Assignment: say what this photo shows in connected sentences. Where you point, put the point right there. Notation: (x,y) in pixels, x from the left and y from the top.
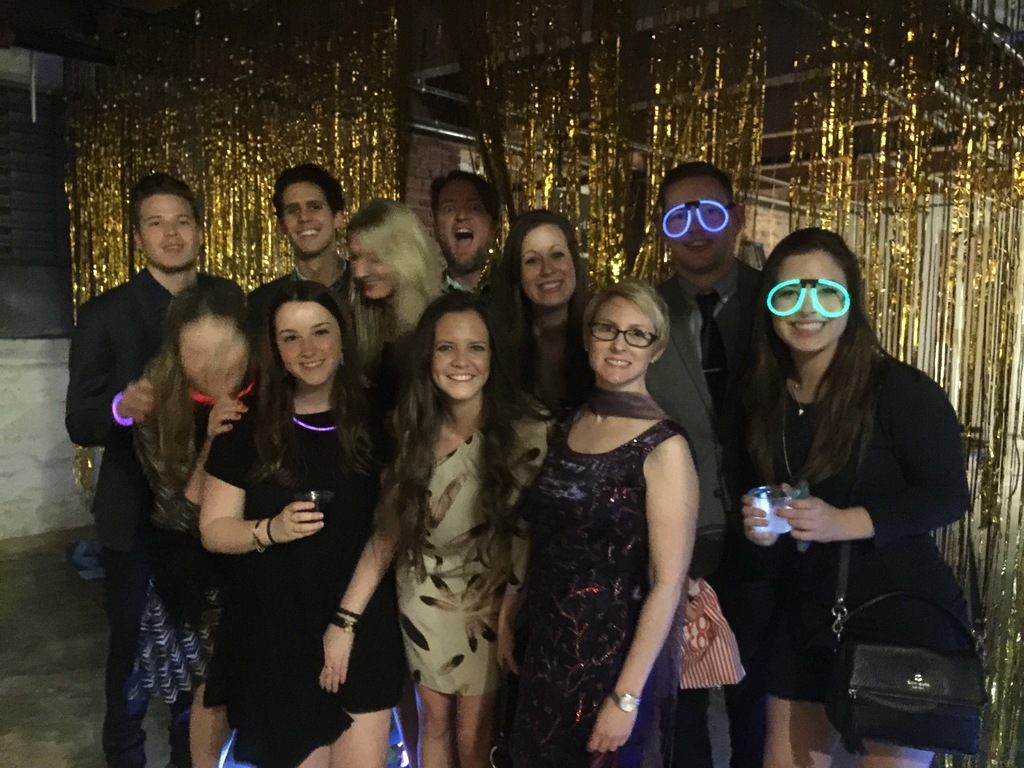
In this picture we can see few people (681,411) and they are smiling. In the background (187,134) we can see decorative items (762,132) and wall (37,401).
